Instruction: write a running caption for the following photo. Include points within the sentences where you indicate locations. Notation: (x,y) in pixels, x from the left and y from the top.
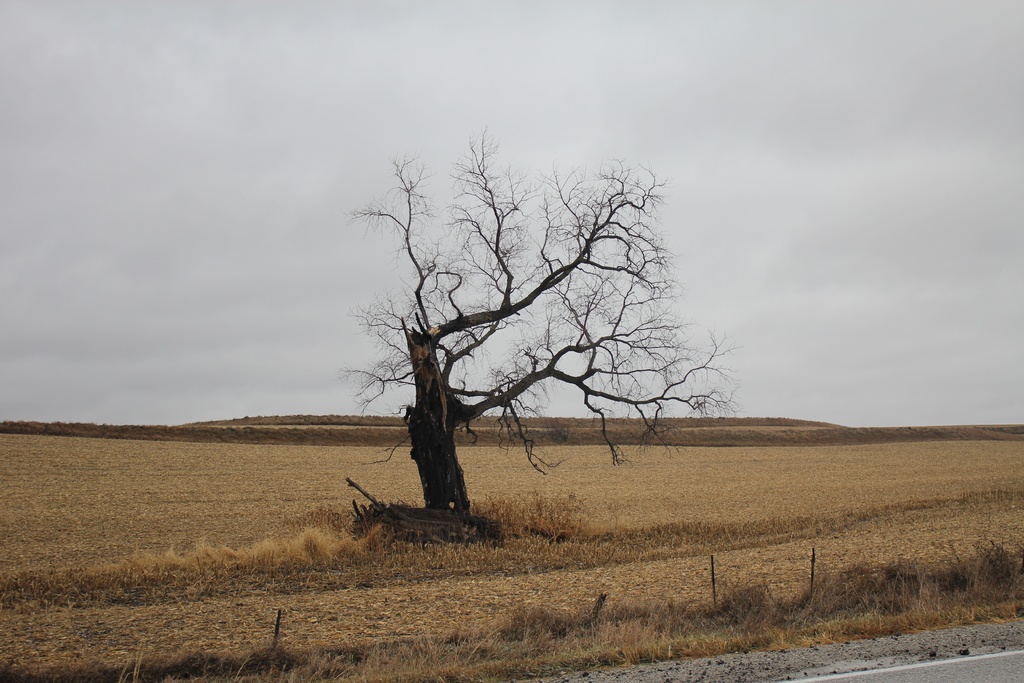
At the bottom of the image (540,555) on the ground (540,555) there is grass (1000,554). And also there is a tree (456,323) without leaves. At the top of the image (470,104) there is sky (237,207).
